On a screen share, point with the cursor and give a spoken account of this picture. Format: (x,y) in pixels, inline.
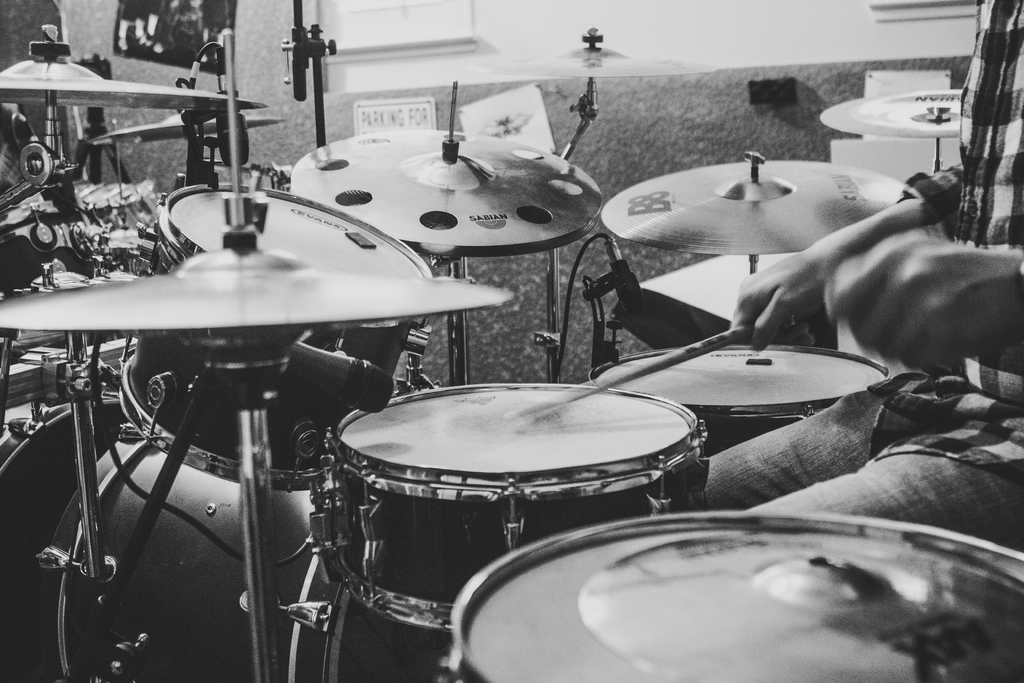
In this picture I can observe drums (472,653) in the middle of the picture (432,280). On the right side (918,360) I can observe a person (924,292). This is a black and white image.
